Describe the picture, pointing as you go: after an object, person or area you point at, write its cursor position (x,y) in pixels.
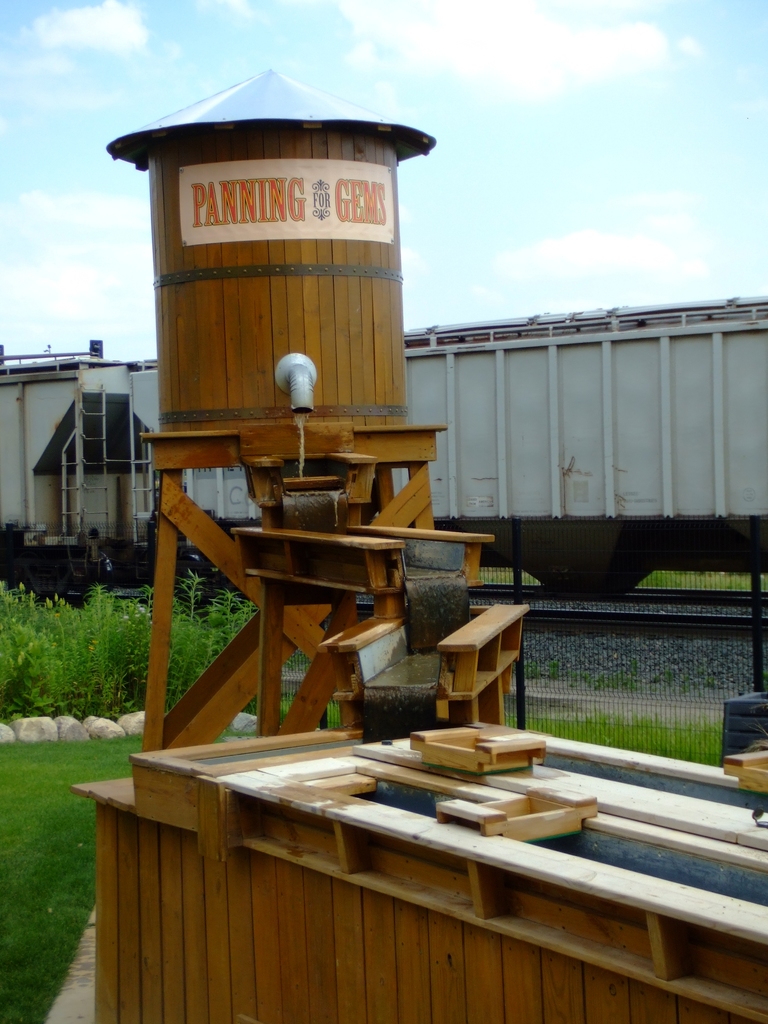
In this image we can see a train (671,452) on the track (767,613), here is the grass (3,792), here is the water tanker (325,383), here is the pipe (296,399), at above the sky (521,225) is cloudy.
